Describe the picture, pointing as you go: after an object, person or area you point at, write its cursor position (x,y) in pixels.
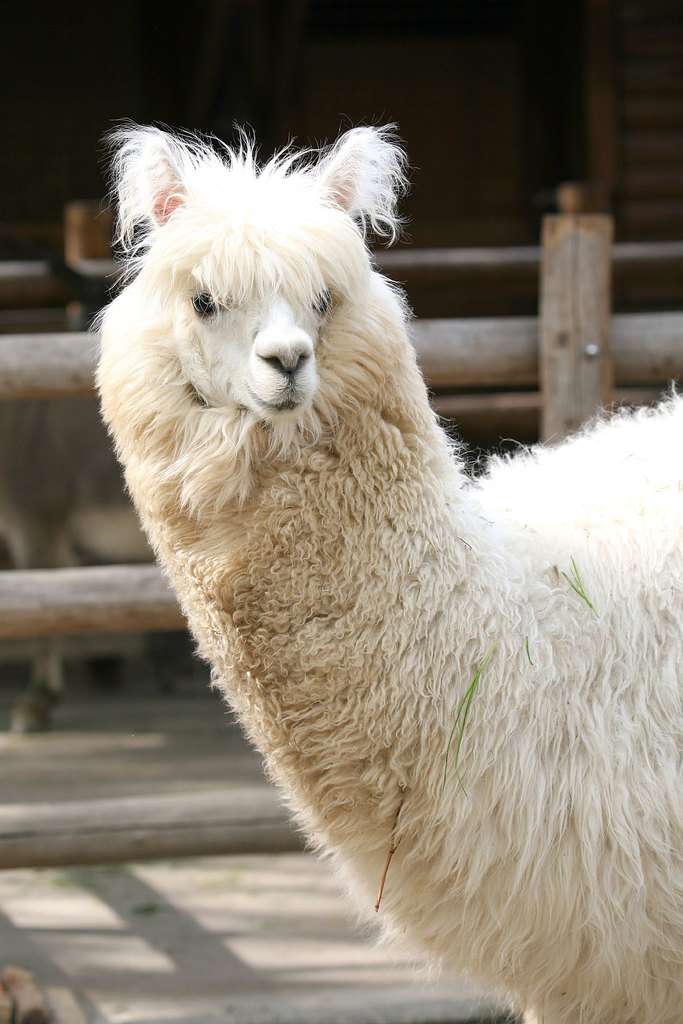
In the center of the image (334,513) we can see an animal (382,663). In the background (568,375) there is a fence (67,810).
